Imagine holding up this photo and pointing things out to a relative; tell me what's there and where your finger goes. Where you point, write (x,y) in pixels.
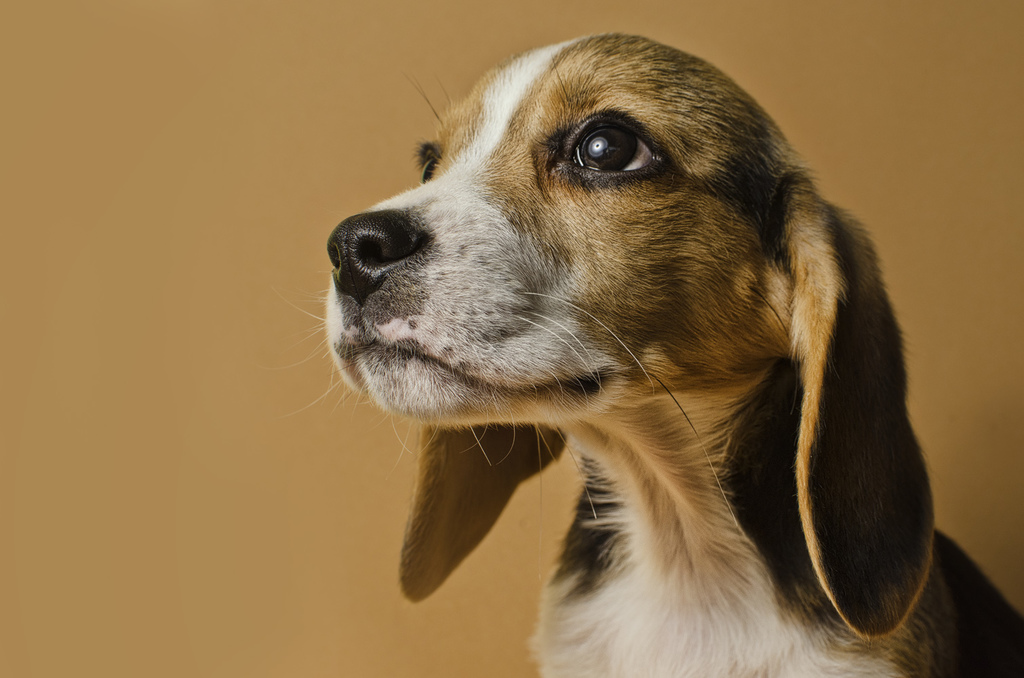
In this image there is a dog (681,530). In the background (944,86) we can see a wall (234,438).
